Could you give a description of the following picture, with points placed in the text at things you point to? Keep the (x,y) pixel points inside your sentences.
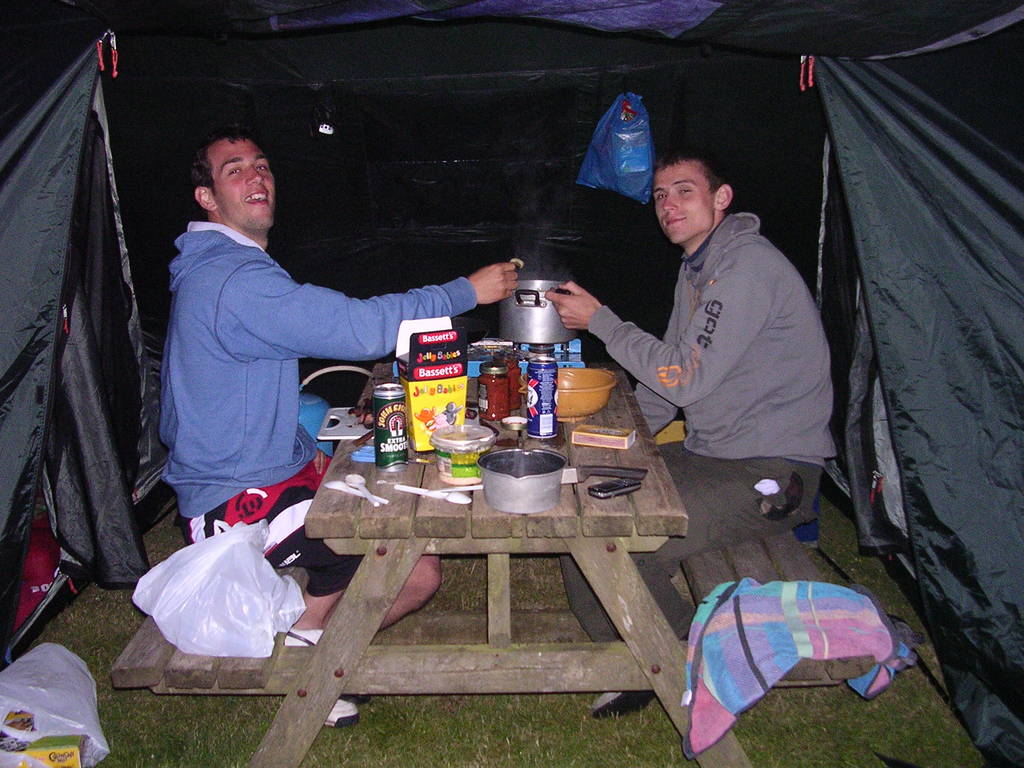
As we can see in the image, there are two people (217,411) sitting on benches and on the table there is a stove (470,352), bowl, box (440,412), cans (536,414), match box (627,442), mobile phone (601,491) and spoons (459,488) and there is a white color cover (217,576) over here.
